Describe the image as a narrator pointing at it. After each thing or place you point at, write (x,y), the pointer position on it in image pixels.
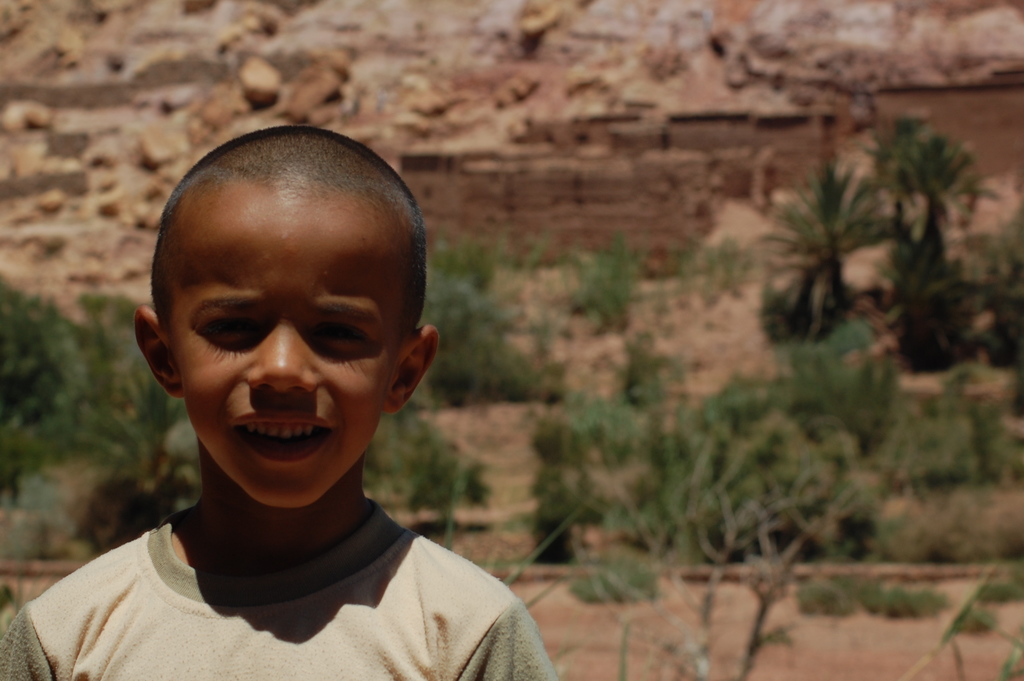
On the left side of the image (294,599) we can see a kid (305,627) is smiling. In the background (566,428), we can see the grass (785,364) and soil (732,300).
